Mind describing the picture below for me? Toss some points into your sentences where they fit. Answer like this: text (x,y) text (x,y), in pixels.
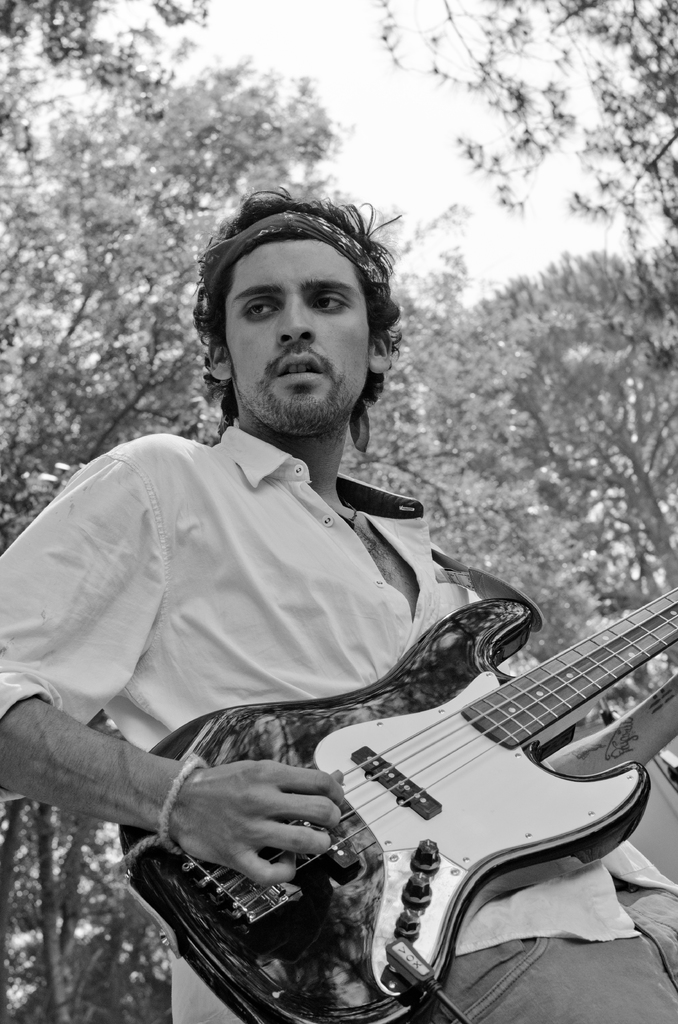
This is a black and white picture in which a person (235,594) is standing and holding a guitar (437,761) in his hands (263,805) in the back ground (85,284) i could see some trees (640,434) and sky (376,100).
